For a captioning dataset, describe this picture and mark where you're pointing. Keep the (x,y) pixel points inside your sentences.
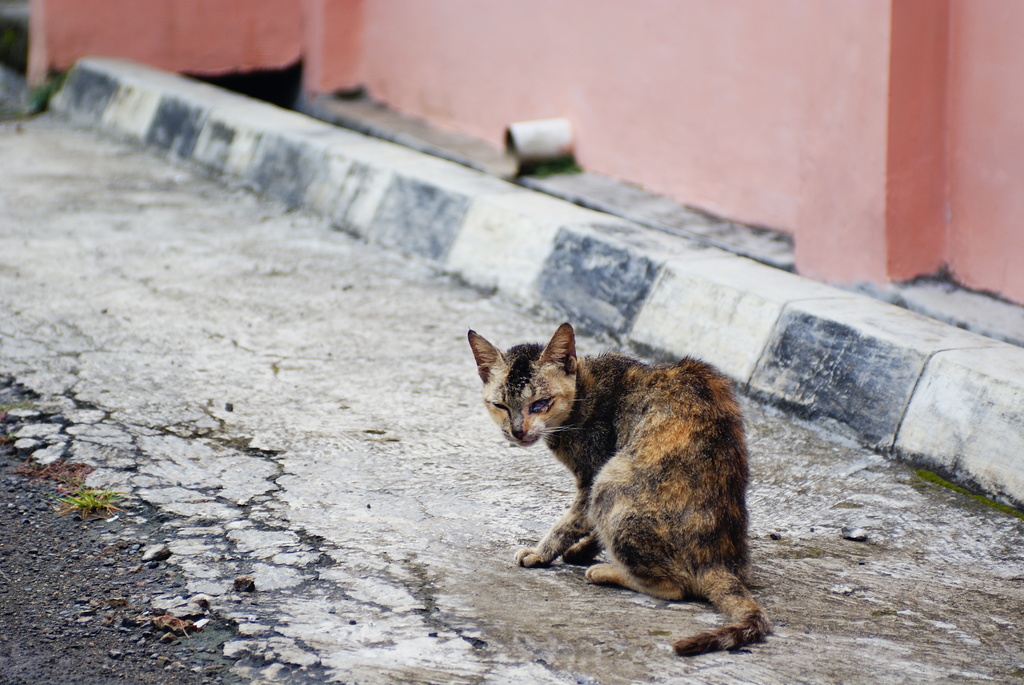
In front of the image there is a cat (722,398) on the road (365,323). In the background of the image (387,104) there is a wall (877,168).
